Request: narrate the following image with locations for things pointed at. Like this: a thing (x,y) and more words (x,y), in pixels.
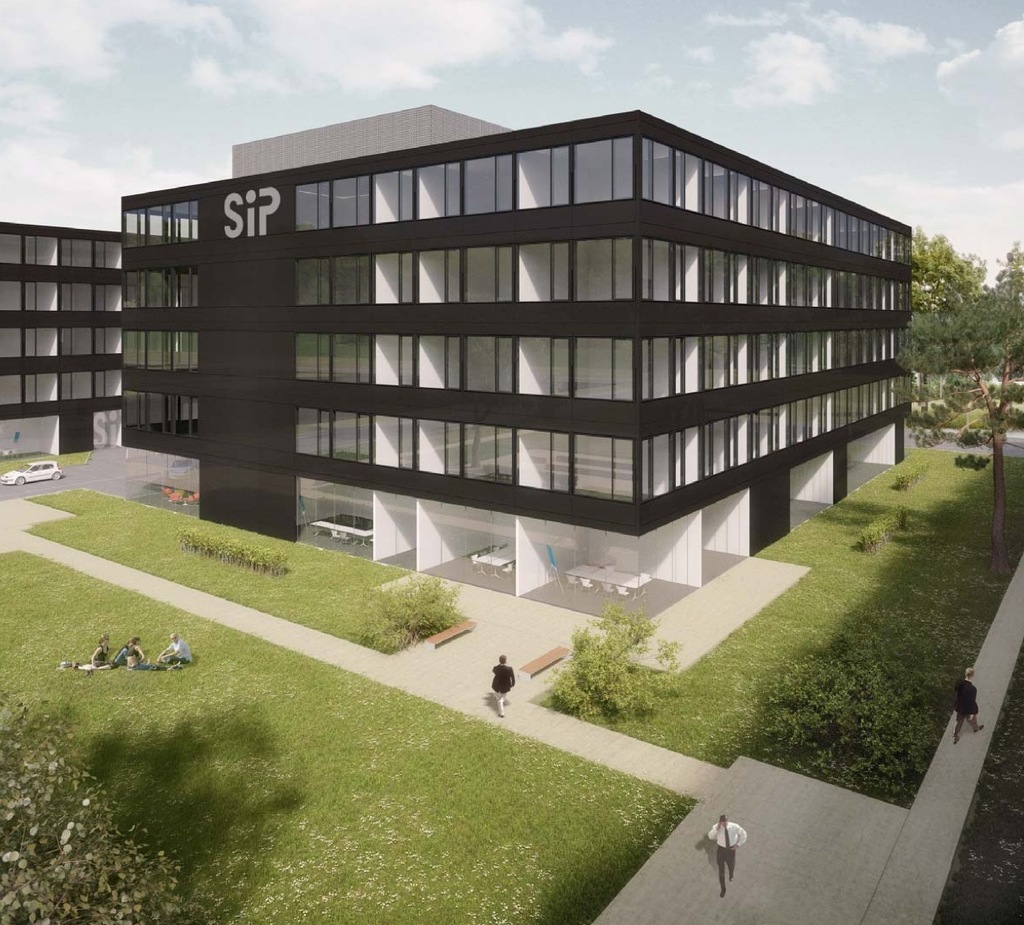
In this image I can see the building (405,396) which is in black color. To the side of the building (379,403) I can see few people (169,658) sitting on the grass (234,663) and few people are walking. I can also see many trees (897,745) to the side. And to the left (27,473) there is a white color car (44,470). In the background (226,70) there are clouds (314,42) and the sky (219,44).
